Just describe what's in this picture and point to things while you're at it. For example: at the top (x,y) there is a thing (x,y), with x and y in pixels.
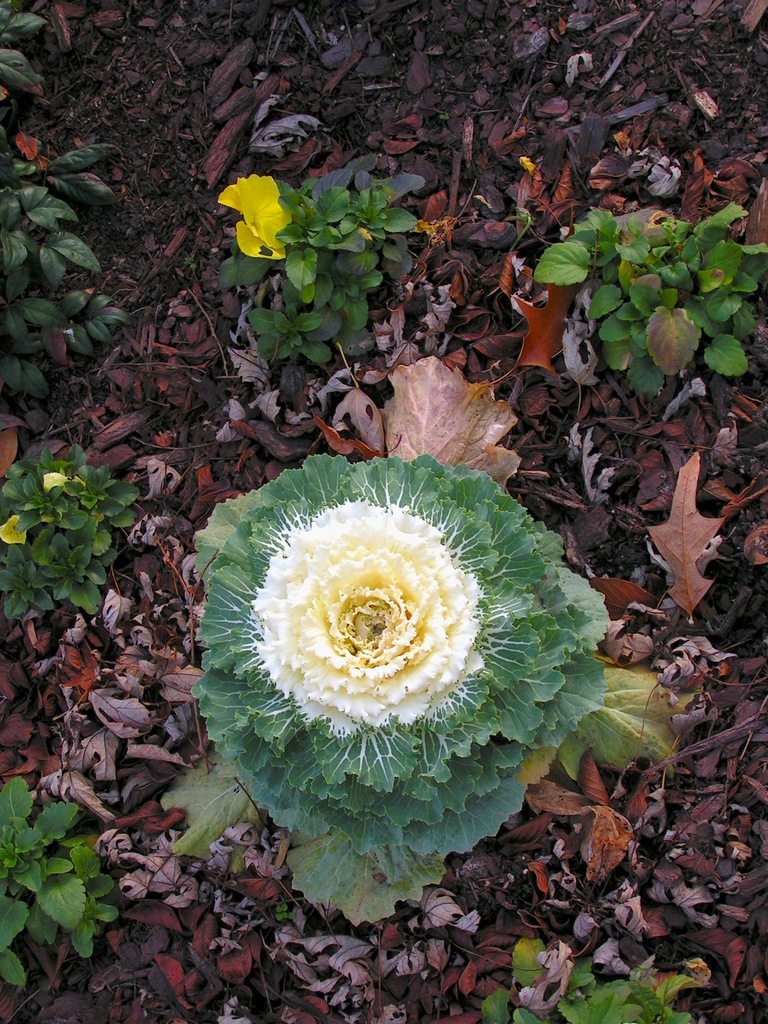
In the picture we can see a surface (163,282) with dried leaves (723,430) and some small plants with yellow color flower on it and one flower (380,634) with frilly leaves (387,752) to it.
